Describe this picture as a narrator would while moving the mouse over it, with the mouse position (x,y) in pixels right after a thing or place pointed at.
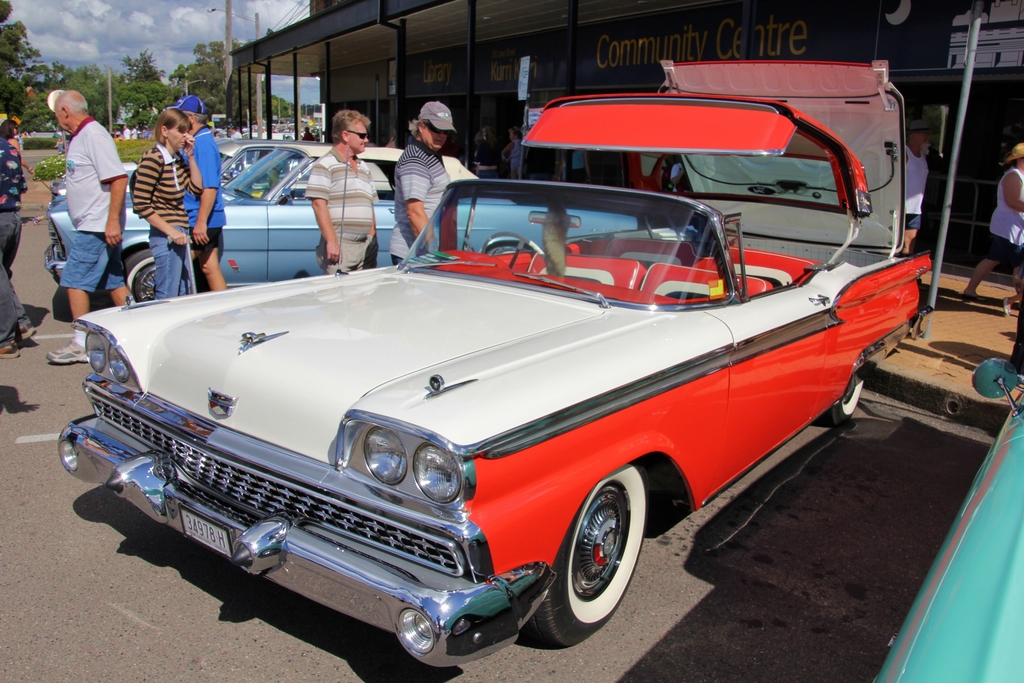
Here in this picture we can see number of cars (199,324) present on the road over there and we can see number of people (151,183) standing and walking on the road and seeing the cars (373,383) over there and behind that we can see a store (356,61) present and in the far we can see trees (3,97) and plants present all over there and we can also see clouds (119,60) in the sky (119,60) over there.
